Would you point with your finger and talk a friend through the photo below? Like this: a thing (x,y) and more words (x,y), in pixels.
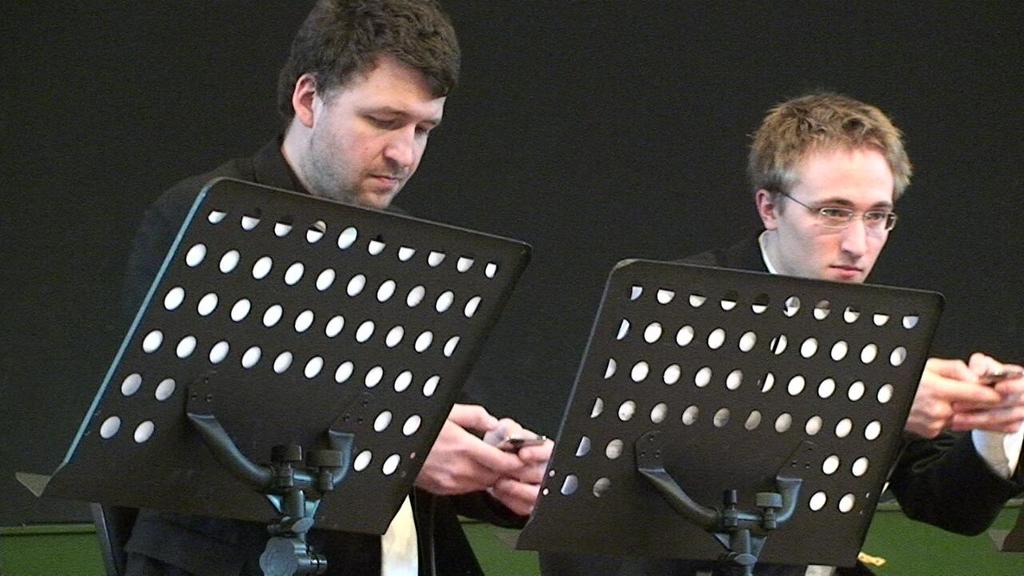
Background (1000,59) portion of the picture is in black and green color. In this picture we can see men (866,242). Among them one wore spectacles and they both are holding objects (513,443) in their hands (475,467). At the bottom portion of the picture (780,494) we can see the stands (831,457) and it seems like white holes (860,392).
